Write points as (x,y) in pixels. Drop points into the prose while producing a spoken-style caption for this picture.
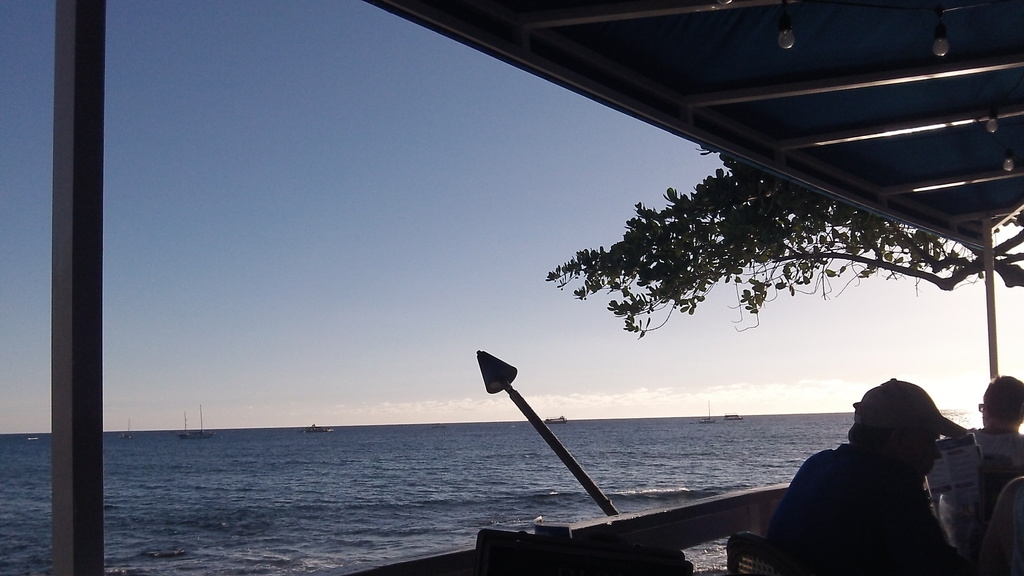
In this image I can see the dark picture in which I can see few persons (903,500), a tree (822,266), the water (334,505), few boats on the surface of the water (224,444) and in the background (709,396) I can see the sky (341,231).
